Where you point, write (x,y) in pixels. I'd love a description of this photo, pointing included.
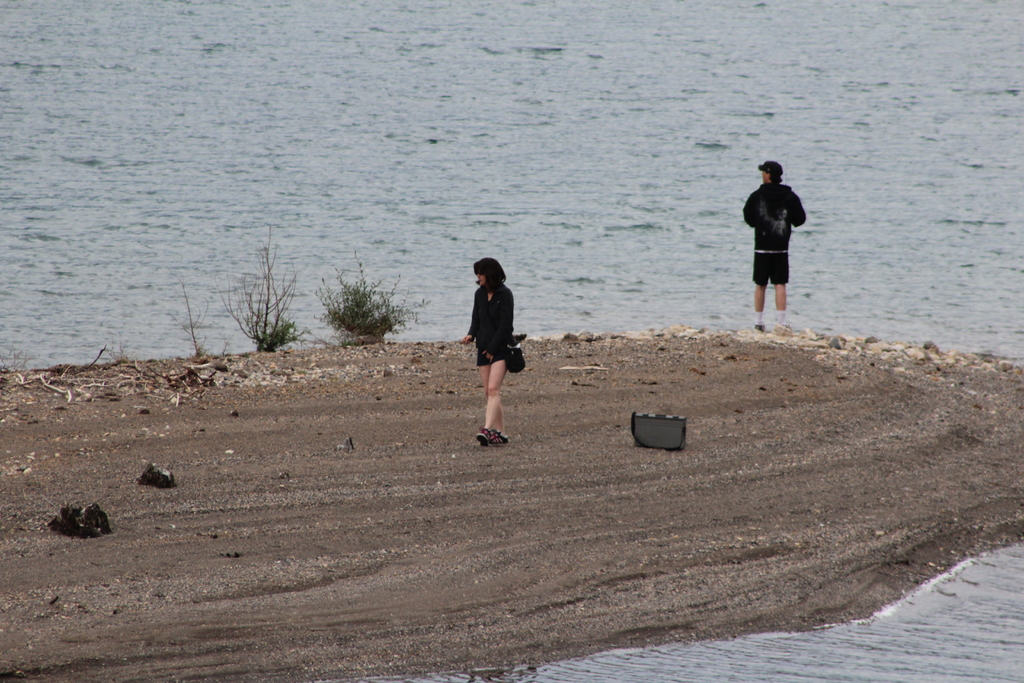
In this image I can see two people (492,371) standing on the sand (666,379). These people (786,272) are wearing the black color dresses (754,216) and one person (754,216) with the cap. I can also see the bag (645,433) and plants (368,324) on the sand (435,384). To the side I can see the water (639,154).
